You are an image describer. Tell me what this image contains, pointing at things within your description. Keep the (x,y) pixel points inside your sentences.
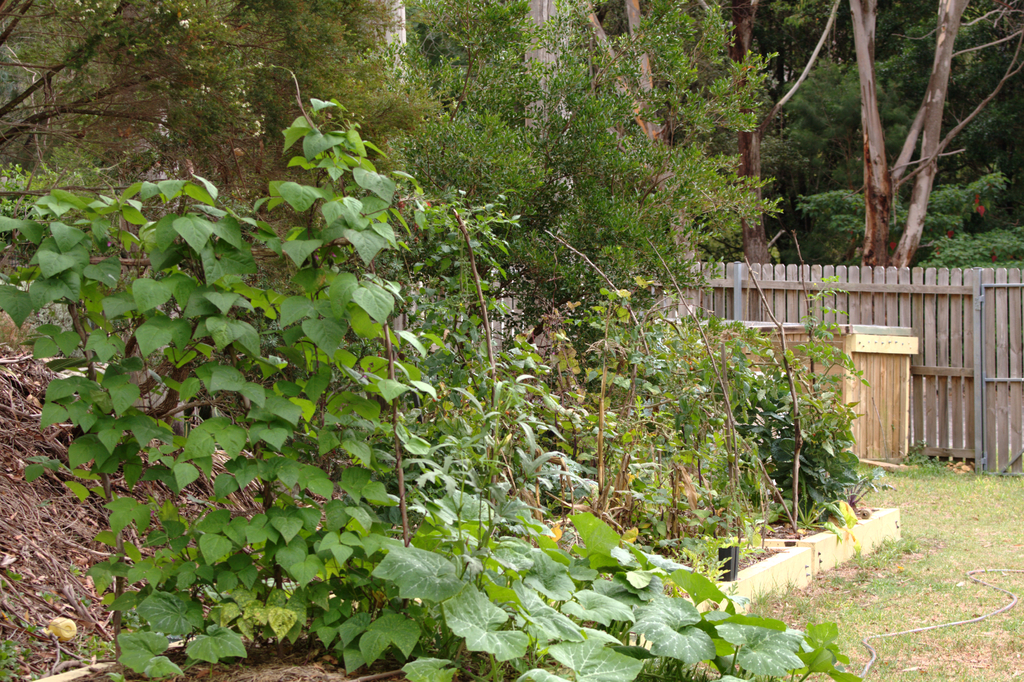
In this picture I can see the plants (508,380). I can see the wooden fence (870,308) on the right side (883,298). I can see trees (528,246).
